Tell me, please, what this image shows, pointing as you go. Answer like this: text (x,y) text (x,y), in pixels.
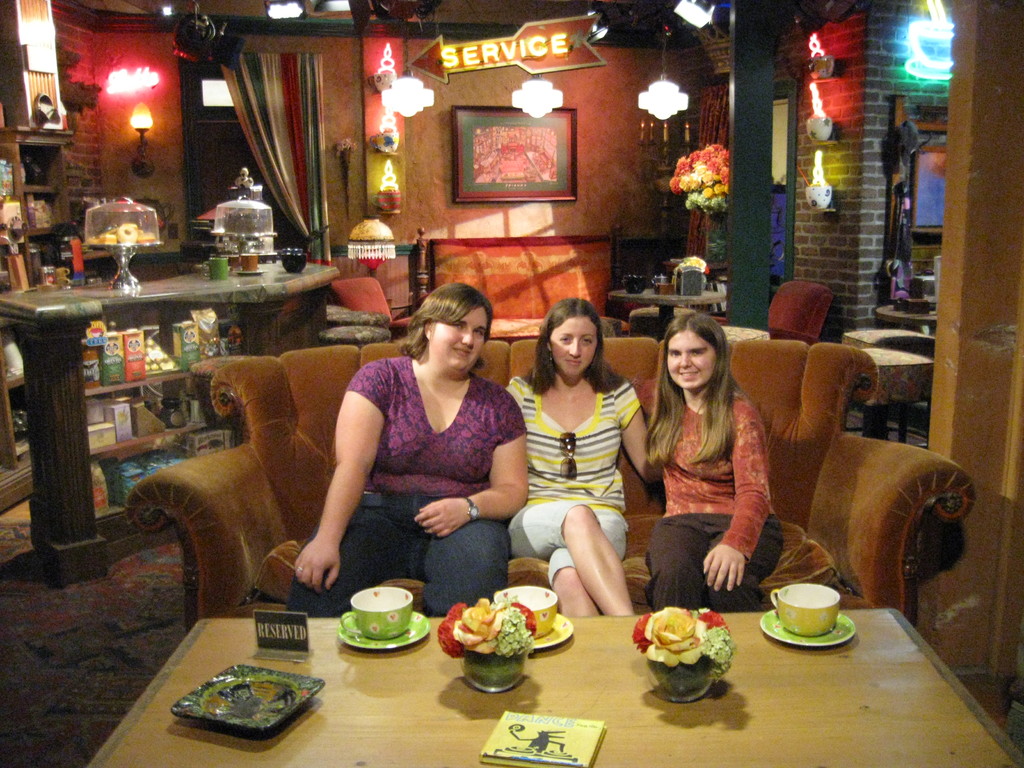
There are three persons (408,423) sitting on a sofa (306,479) and there is a table (441,729) at the bottom of this image (550,710). There are some bowls (367,617) and flowers (488,640) and some objects (684,671) are kept on it. There is a wall (492,230) in the background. There are some lights (381,192), frames (507,156) and curtains (257,110) are attached to this wall (351,116). There is a table (151,312) on the left side of this image (138,325) and there are some objects (139,335) kept on it.
